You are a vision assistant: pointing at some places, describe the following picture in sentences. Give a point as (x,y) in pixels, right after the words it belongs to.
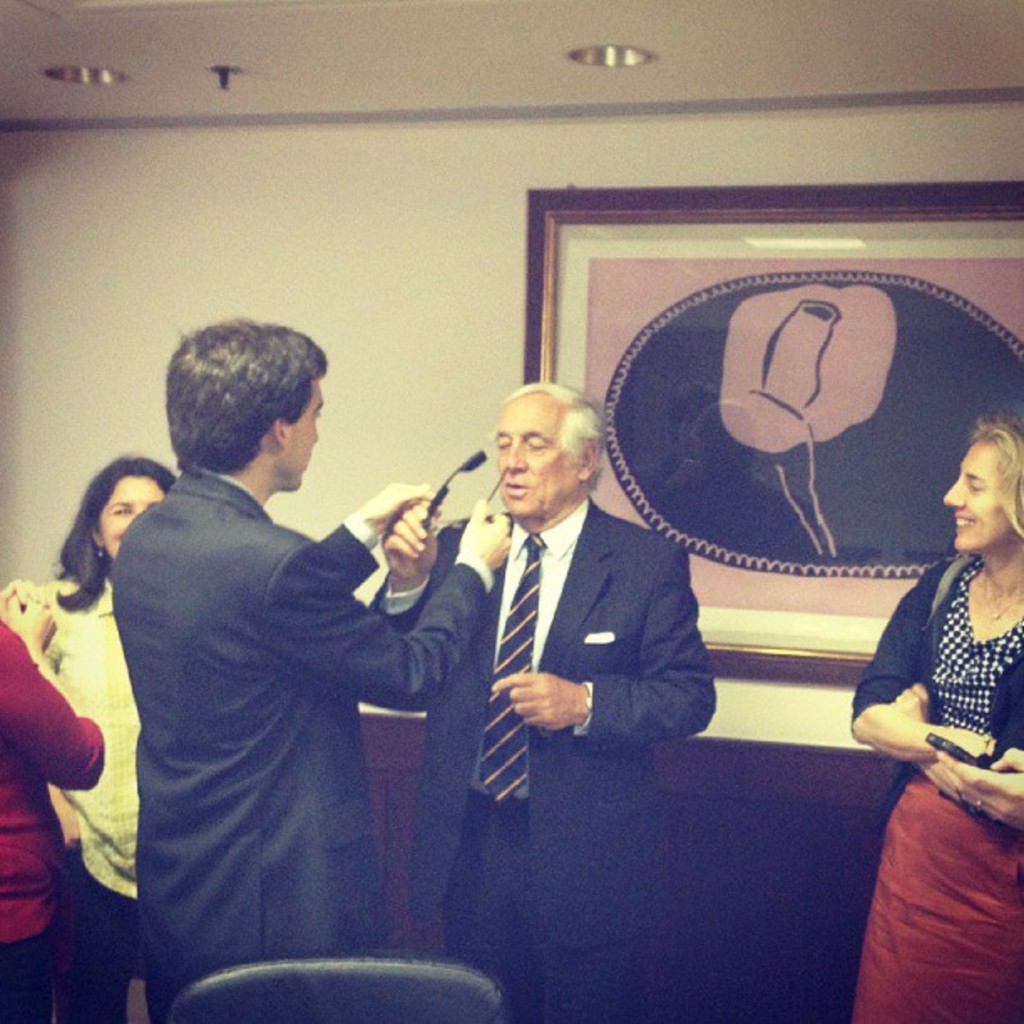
At the top (814,58) we can see the ceiling (887,70) and objects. In this picture we can see a frame (801,292) on the wall (60,201). We can see the people (349,604). We can see the men (166,1009) are holding an object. On the right side of the picture (926,884) we can see a woman (946,865) is smiling.
